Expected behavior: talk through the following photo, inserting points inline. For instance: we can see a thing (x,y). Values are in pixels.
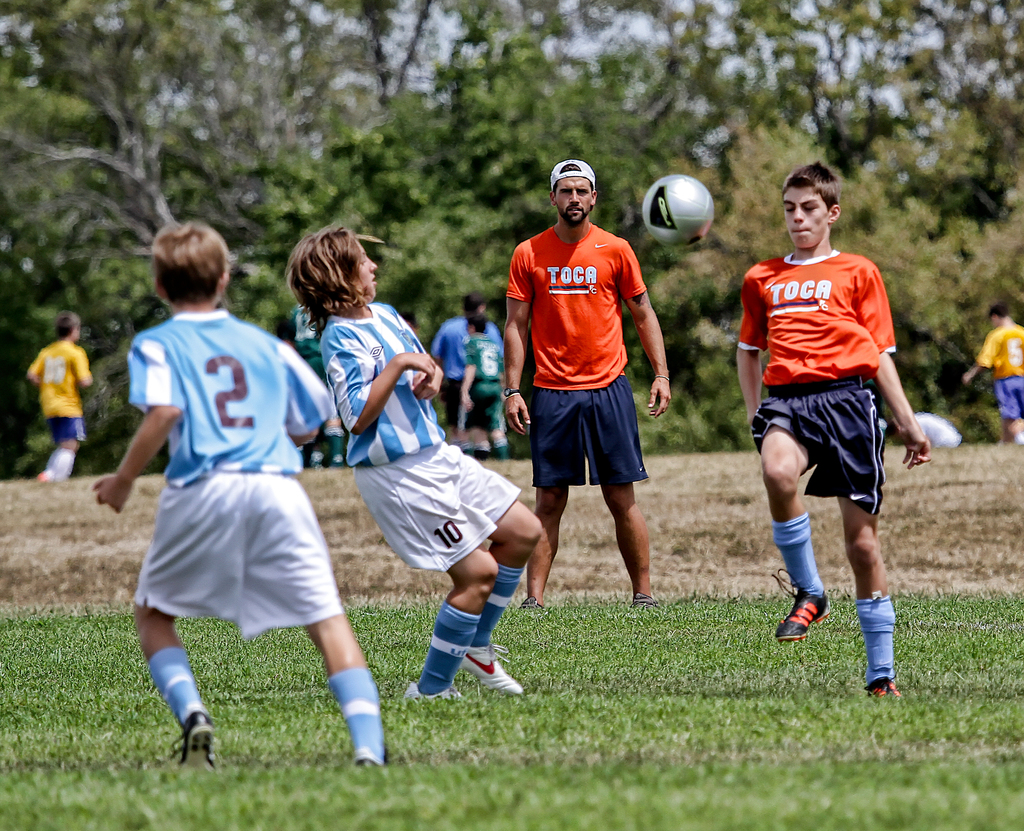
In the image in the center (597,420) we can see one ball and four persons (615,408) were standing. In the background (641,346) we can see sky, trees (987,435), plants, grass (913,524) and few people (1005,397) were standing and they were in different color t shirts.
